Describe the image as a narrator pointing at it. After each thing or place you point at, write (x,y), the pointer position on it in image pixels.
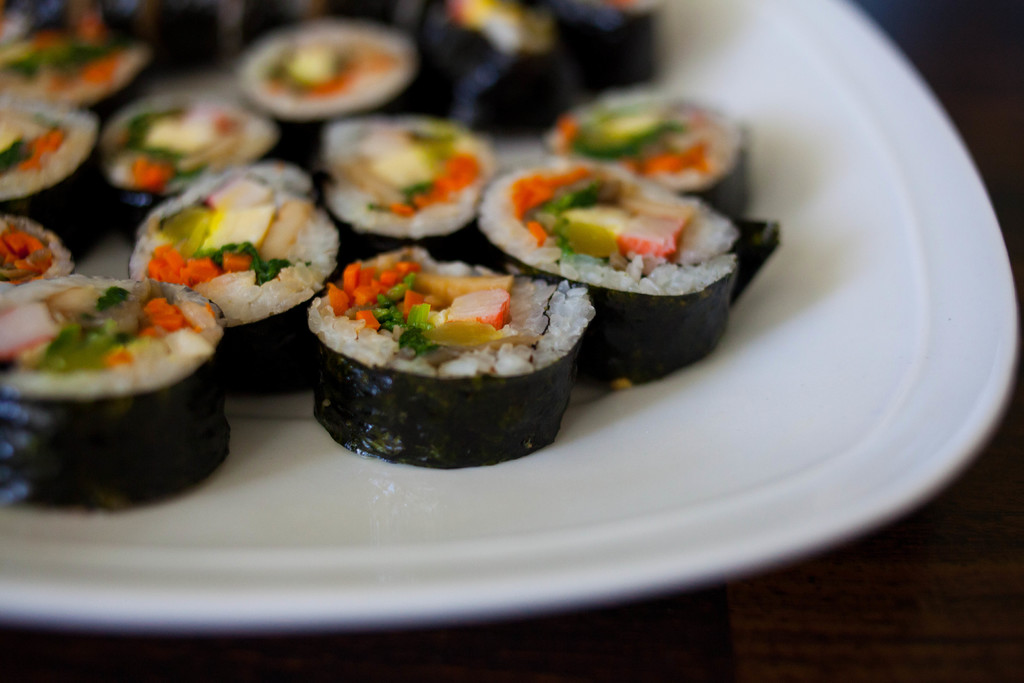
In this picture there is a food (683,207) on the white plate (790,434).
